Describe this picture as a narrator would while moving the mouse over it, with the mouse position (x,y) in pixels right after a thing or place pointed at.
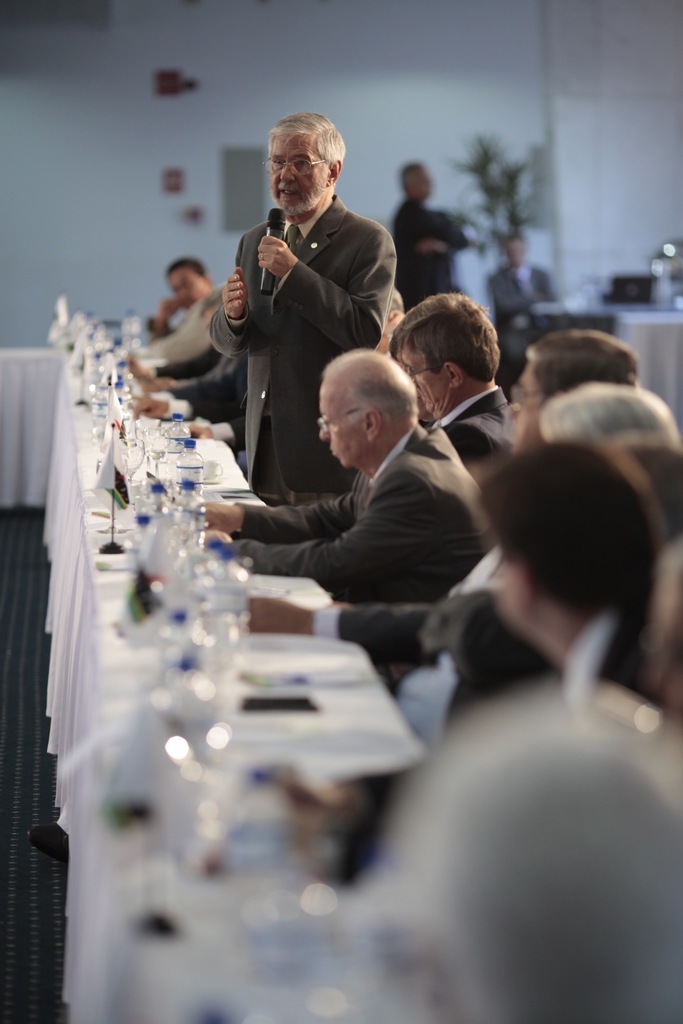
Here we can see group of people (469,419) sitting on chairs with a table (246,582) in front of them having glasses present on it and in the middle (344,344) we can see a person (319,205) standing and speaking something in the microphone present in his hand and behind them we can see some people (417,228) and there is a plant (521,215) present.
